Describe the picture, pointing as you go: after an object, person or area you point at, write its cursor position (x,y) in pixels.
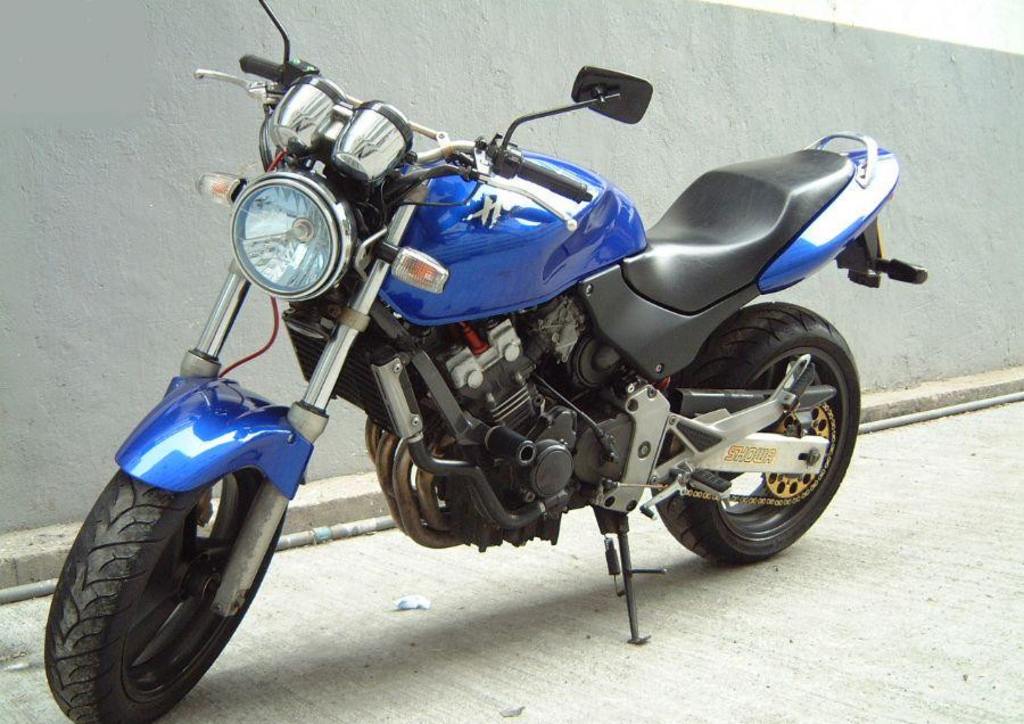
In this picture we can see a blue bike (458,379) parked on the path (908,449) and behind the bike (664,453) there is a wall (734,81).
